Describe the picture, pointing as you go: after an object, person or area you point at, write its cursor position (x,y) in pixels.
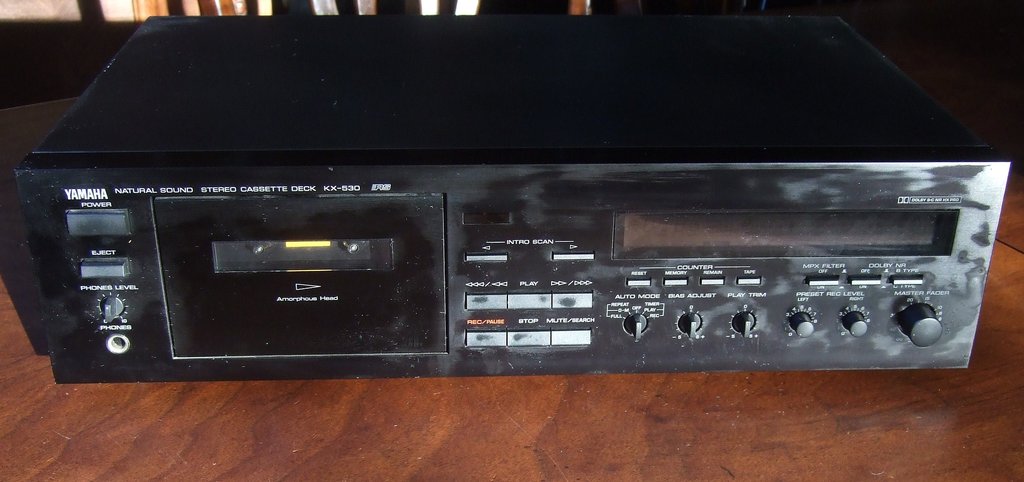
In this image there is an black colour cassette deck (415,244) on the table (378,409).
